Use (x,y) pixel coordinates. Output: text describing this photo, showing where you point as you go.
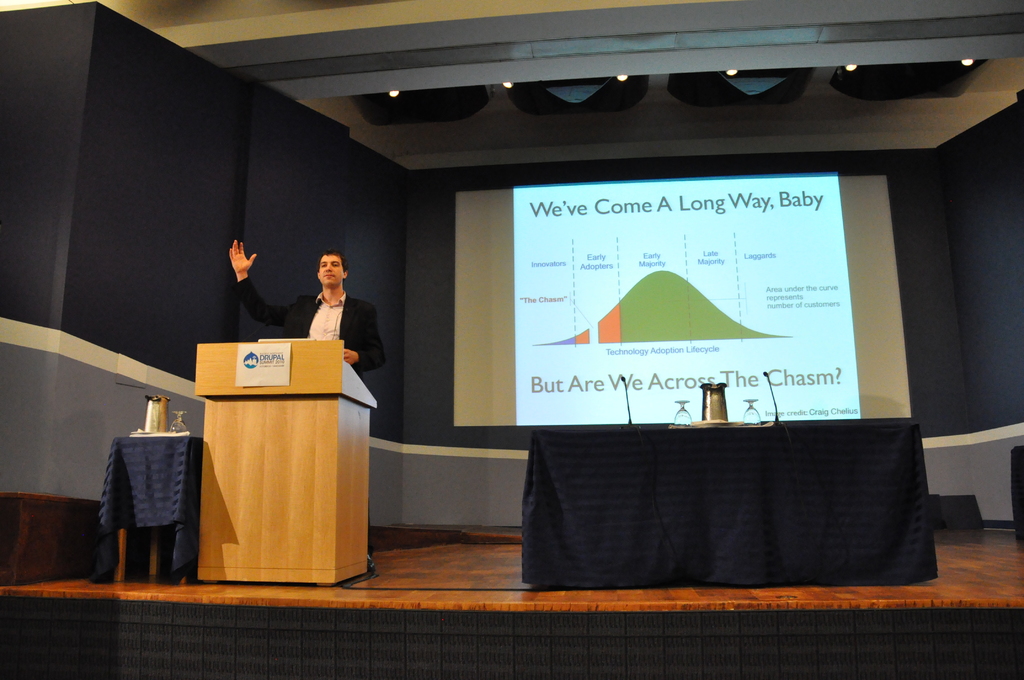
In this Image I see a man (348,360) who is standing behind the podium (281,450) and there are tables (754,478) on which there are few things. In the background (442,259) I see a screen (463,198) and the wall (1015,139) and few lights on the ceiling (387,121).
